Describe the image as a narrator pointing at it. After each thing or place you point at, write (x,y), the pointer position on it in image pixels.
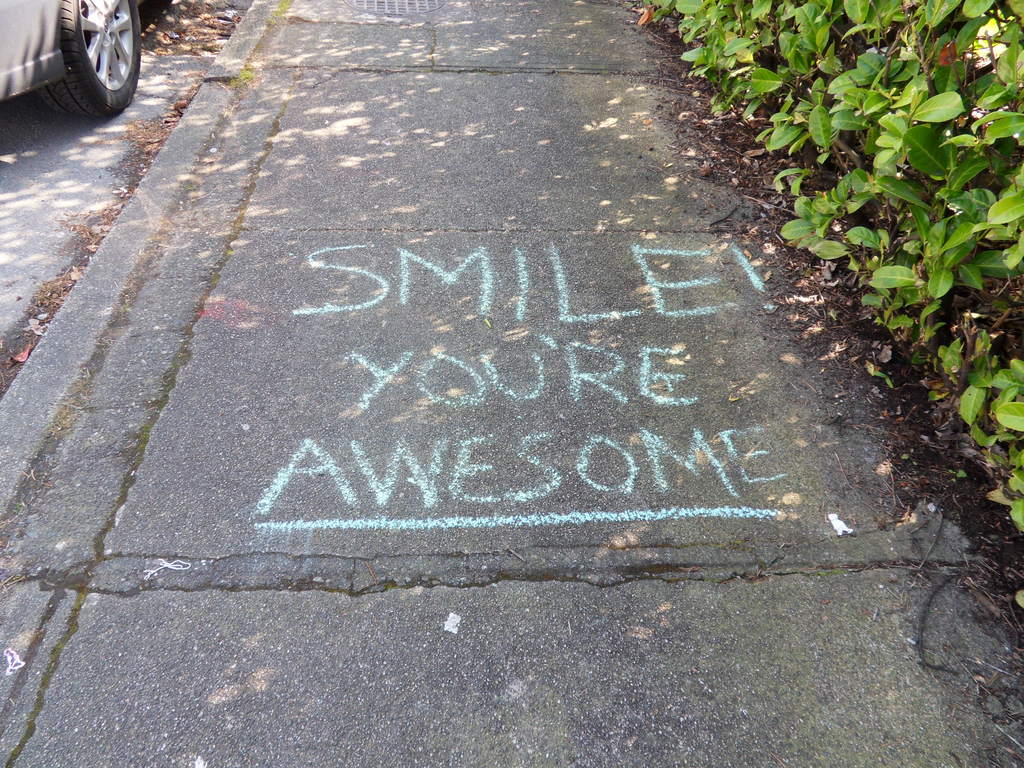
In this picture there is a text (438,326) on the road (471,275). On the right side of the image (984,106) there are plants (984,241). On the left side of the image (17,37) there is a vehicle (54,25) on the road (77,245).
